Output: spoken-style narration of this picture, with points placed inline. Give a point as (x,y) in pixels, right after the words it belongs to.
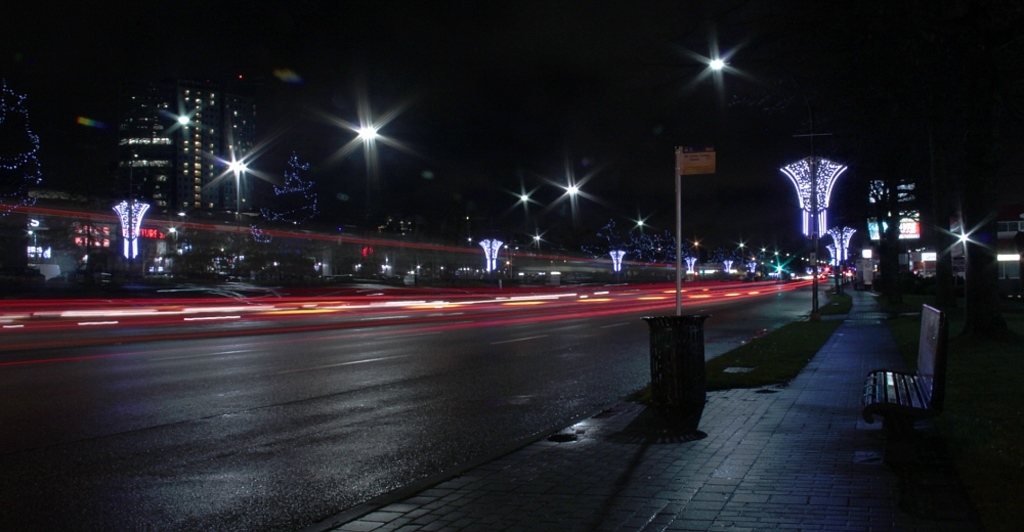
In the image we can see the road (684,291) and poles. We can even see there are lights (239,170) and buildings (198,158). Here we can see the bench (915,383), grass (777,346) and the board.
